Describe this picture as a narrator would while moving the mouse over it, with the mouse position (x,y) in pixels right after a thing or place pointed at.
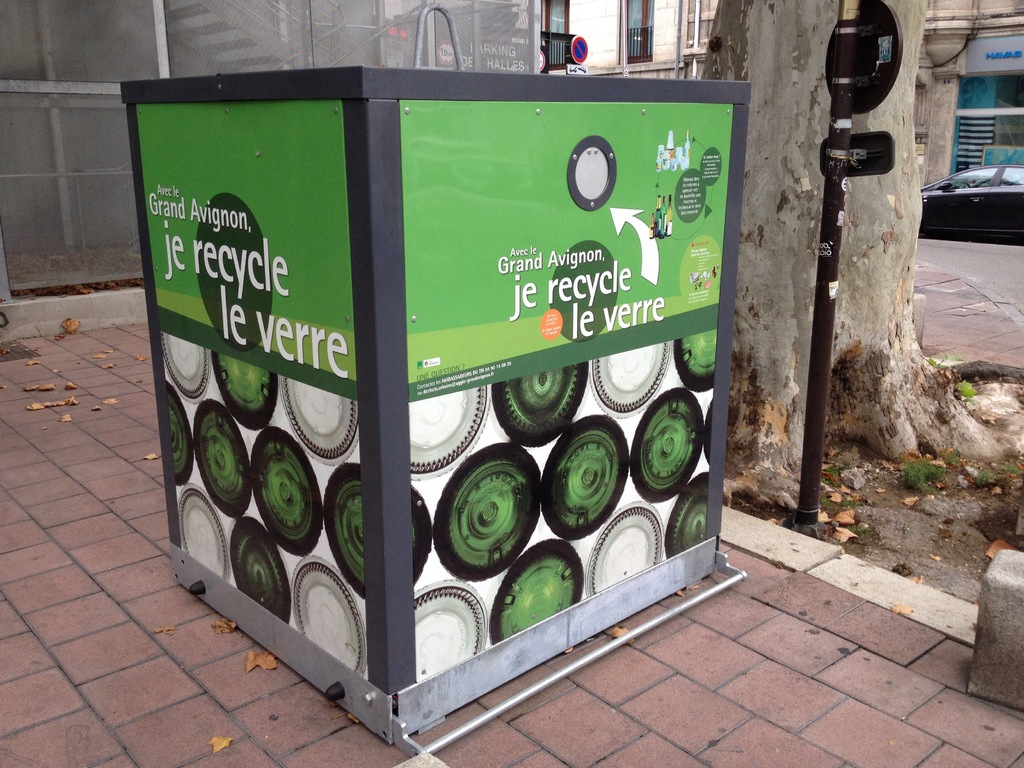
In this image in front (772,666) there is a dustbin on the floor (756,673). Behind the dustbin (605,325) there is a board (527,34). There is a tree (909,251). There is a car (923,226). In the background of the image (707,17) there are buildings (580,24).
